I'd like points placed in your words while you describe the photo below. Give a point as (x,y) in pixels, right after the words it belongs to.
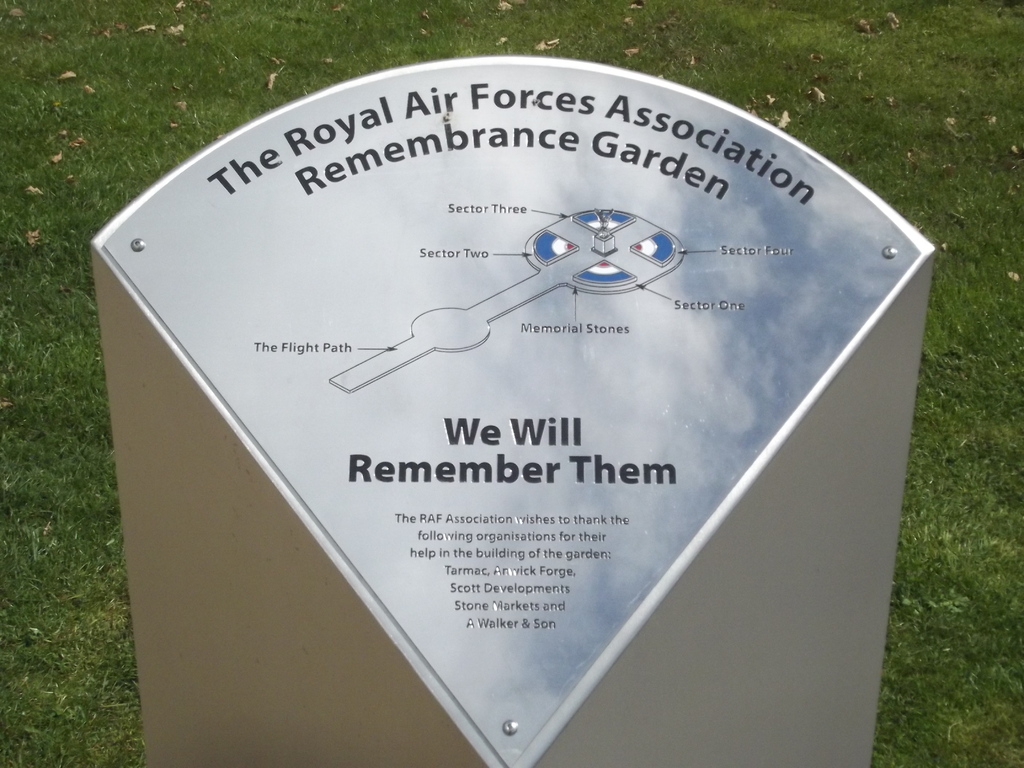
In this image we can see there is something written on the board (598,382). There is grass (896,127).
